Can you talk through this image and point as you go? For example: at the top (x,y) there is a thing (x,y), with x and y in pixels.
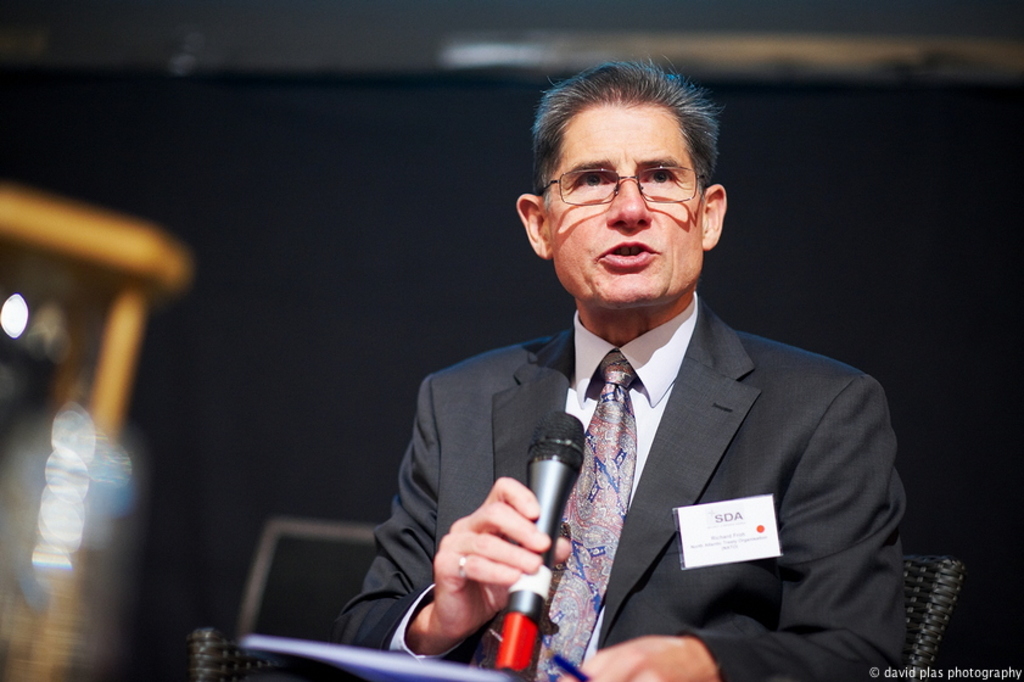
The person (573,348) in the center (644,350) is sitting on the chair (927,622) holding a mic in his hand (495,530) and is speaking as his mouth (639,260) is open.
